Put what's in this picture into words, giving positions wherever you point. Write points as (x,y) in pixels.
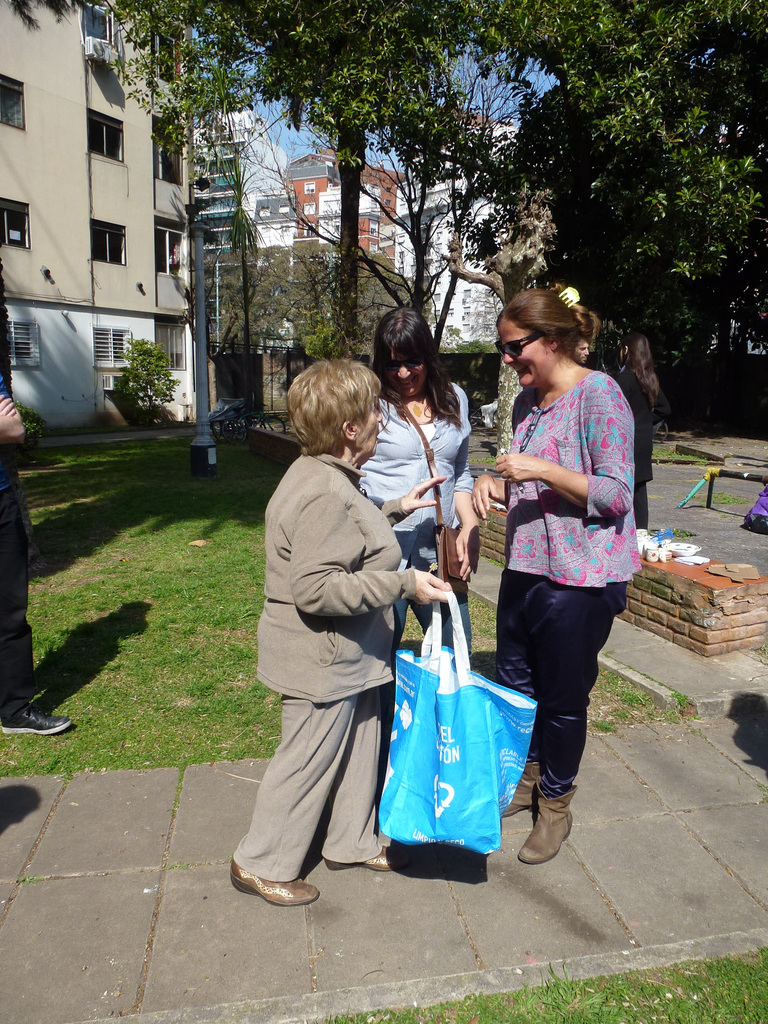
Here we can see three women (371,507) standing on the ground (430,877) and among them a woman (317,614) is holding bag (446,698) in her hand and another woman (399,487) is carrying bag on her shoulder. In the background (96,354) there are few persons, trees (641,265), buildings (78,177), windows (121,129), plants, some objects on a platform (696,626), a bag (766,518) on the floor (693,499). On the left (9,569) we can see a person (5,649) is standing on the ground (100,877).
